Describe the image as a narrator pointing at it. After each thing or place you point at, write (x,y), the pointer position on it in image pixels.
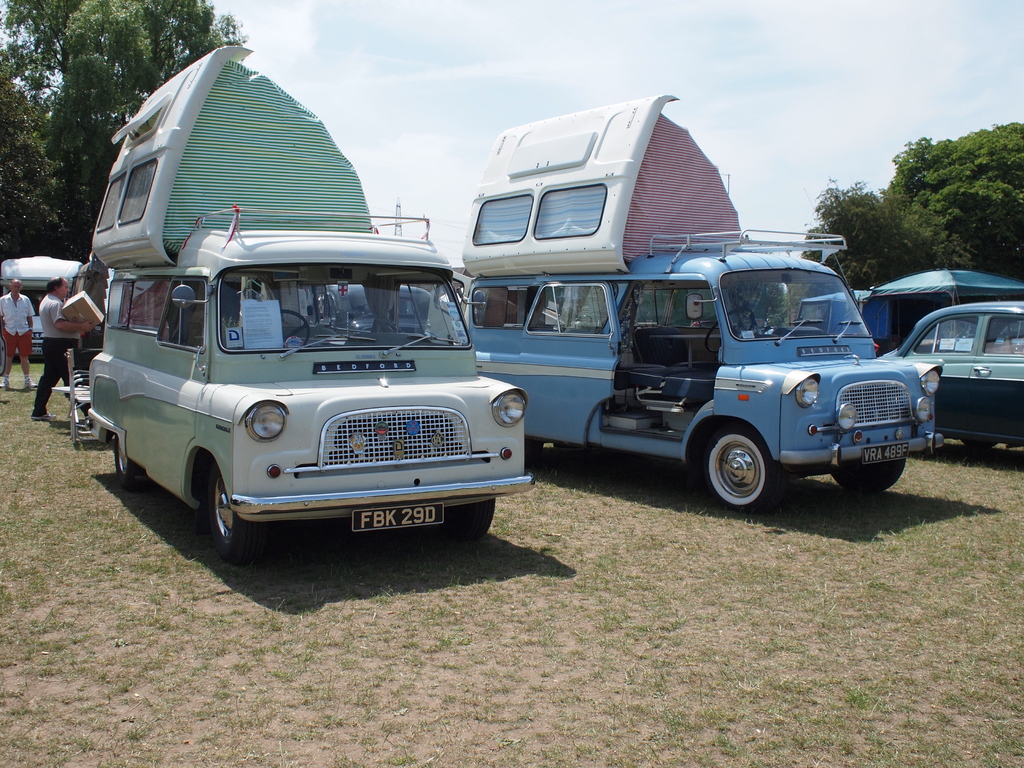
In this image we can see some vehicles (529,327), persons (12,296) and other objects (75,297). In the background of the image (928,89) there are trees (59,137) and the sky (475,107). At the bottom of the image (517,715) there is the grass (364,730) and ground (260,730).
